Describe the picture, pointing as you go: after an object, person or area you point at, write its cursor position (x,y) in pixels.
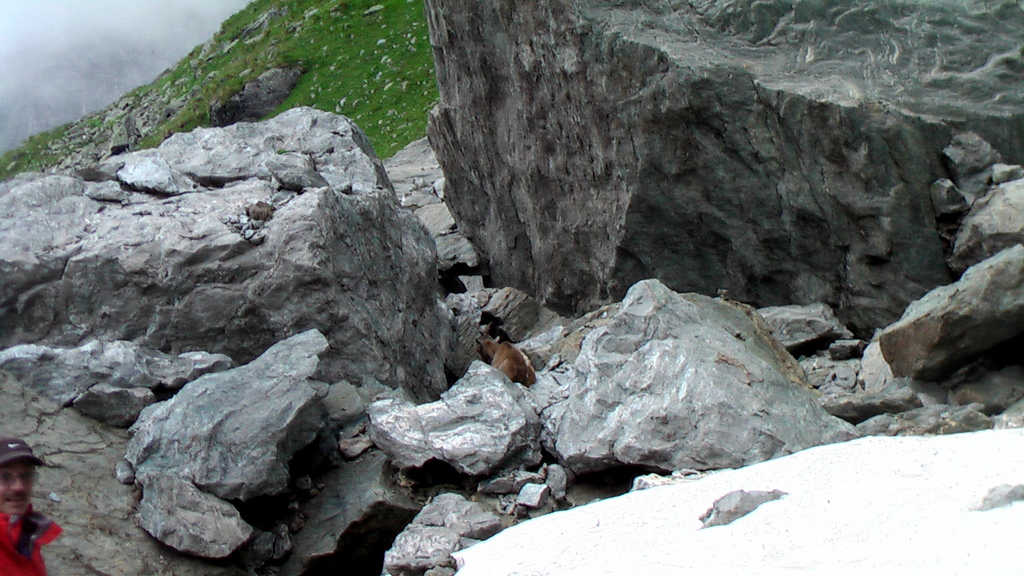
At the bottom of the picture (728,503), we see the rocks (728,516). In the middle of the picture (530,380), we see the animal (503,370) which looks like a cow (509,354). Beside that, there are rocks (515,220). In the left bottom (22,501), we see a man (24,537) in the red jacket (14,548) is standing. He is wearing the goggles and a cap (27,445). In the background (308,92), we see the rocks (186,97), stones (272,75) and the grass (314,75).
